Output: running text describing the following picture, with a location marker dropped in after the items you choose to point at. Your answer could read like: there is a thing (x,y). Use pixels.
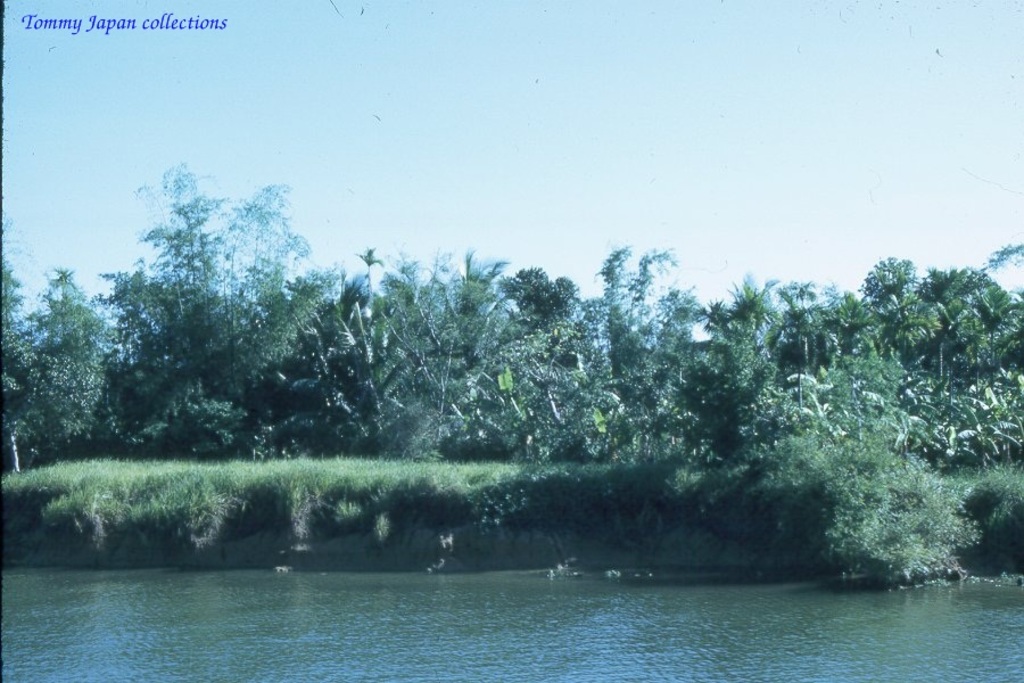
In this image we can see a lake (507,590), group of trees (397,425), grass (134,496) and in the background (974,144) we can see sky (617,132).
